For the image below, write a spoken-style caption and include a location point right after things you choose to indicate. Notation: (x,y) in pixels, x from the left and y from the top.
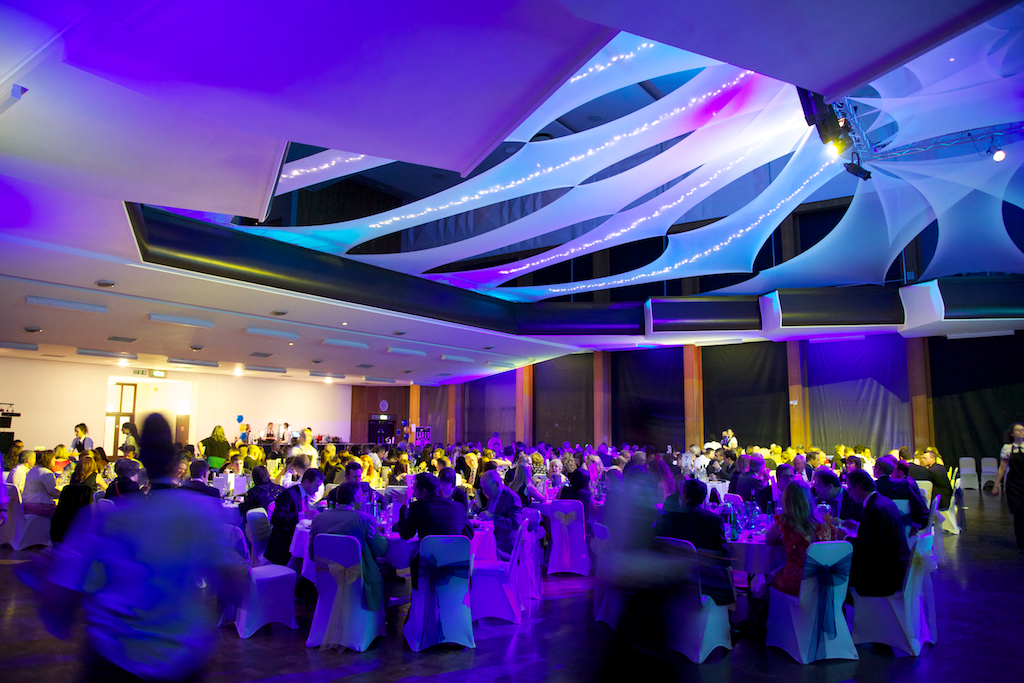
In the image there are many people (611,470) sitting on the chairs (280,582) and also there are tables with few items (558,488) on it. In the background (51,415) there are walls (296,392), pillars (415,391) and curtains (839,366). At the top of the image (237,65) there is a ceiling (529,357) with lights (812,176).
